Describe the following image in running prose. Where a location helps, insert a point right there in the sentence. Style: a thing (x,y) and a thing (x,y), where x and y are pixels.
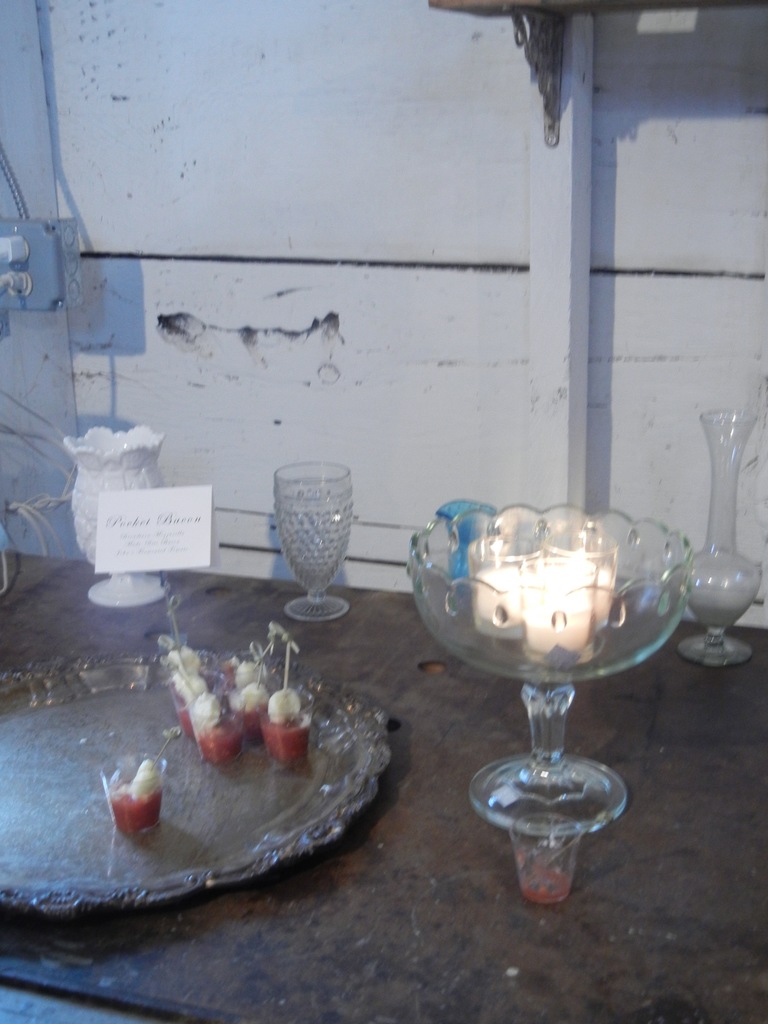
In this image I can see few glasses (107,787) on the tray (213,794). I can see the glass (147,804) with food (204,746). To the side I can see the bowl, few more glasses (324,605) and board (156,539). In the background (172,458) there is a wall (227,331).
